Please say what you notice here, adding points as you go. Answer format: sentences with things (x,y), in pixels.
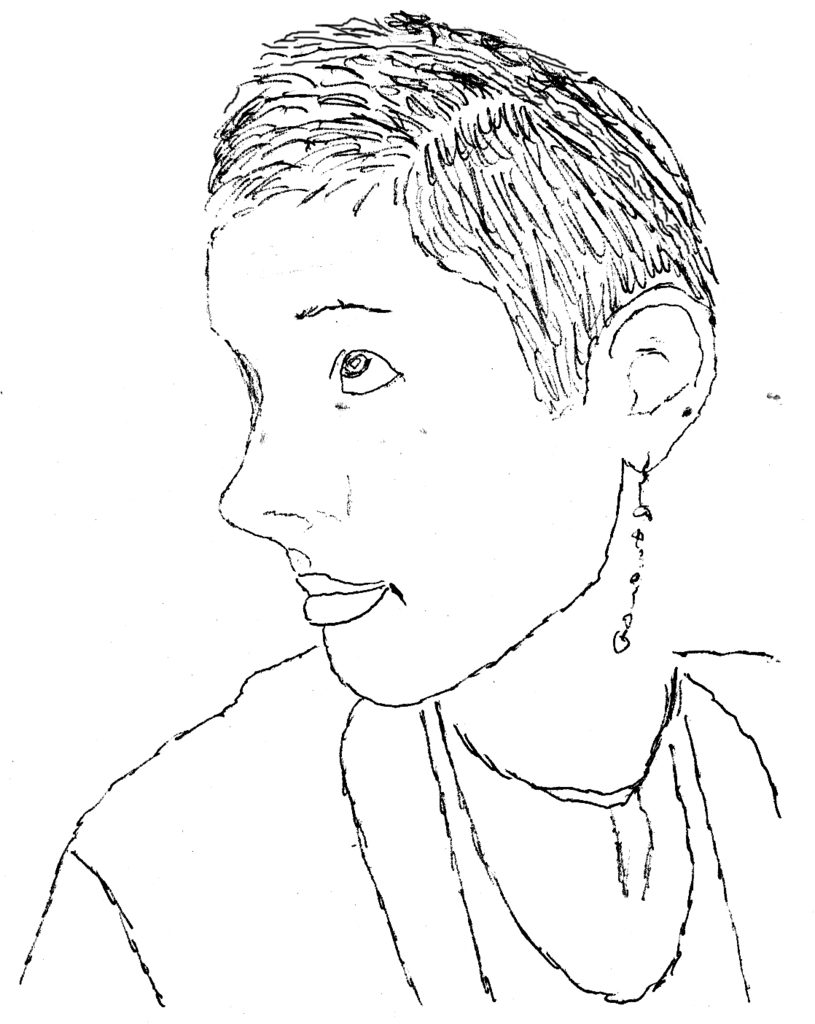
In this image we can see a pencil drawing (379,755).
